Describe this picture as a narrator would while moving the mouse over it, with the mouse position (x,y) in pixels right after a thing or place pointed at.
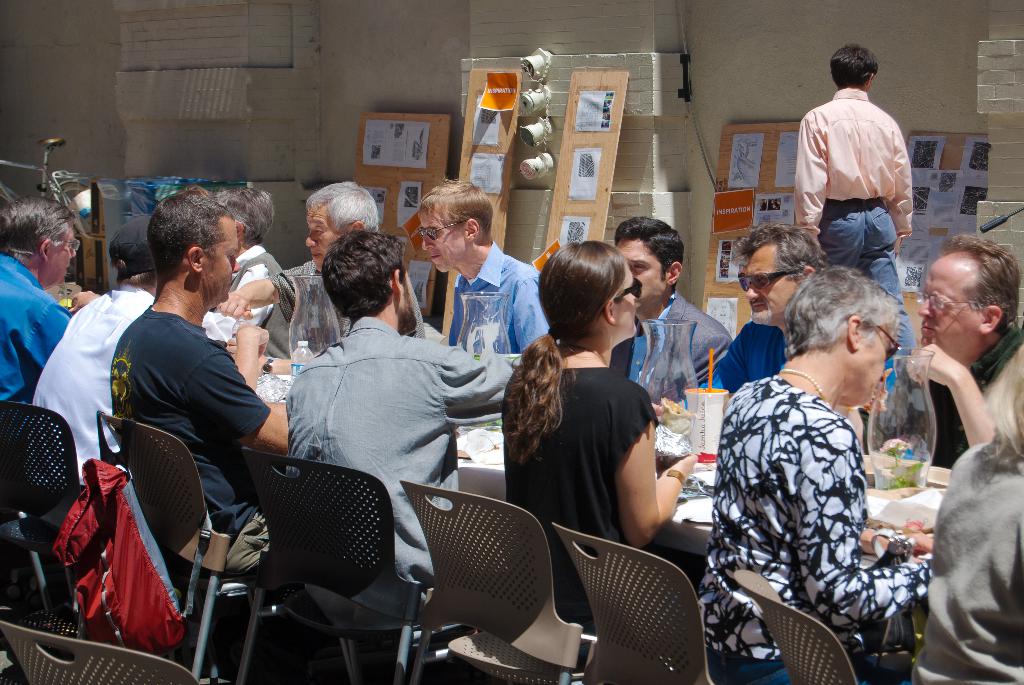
In this image I can see group of people (96,436) sitting on chair (381,540), in front (680,417) I can see few food items (676,431), bottles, glasses (717,426) on the table (704,521), at the back (825,194) I can see the person (835,202) walking wearing peach color shirt (833,177), blue pant (847,217). I can also see few boards (727,232), and wall (753,80) is in cream color.
